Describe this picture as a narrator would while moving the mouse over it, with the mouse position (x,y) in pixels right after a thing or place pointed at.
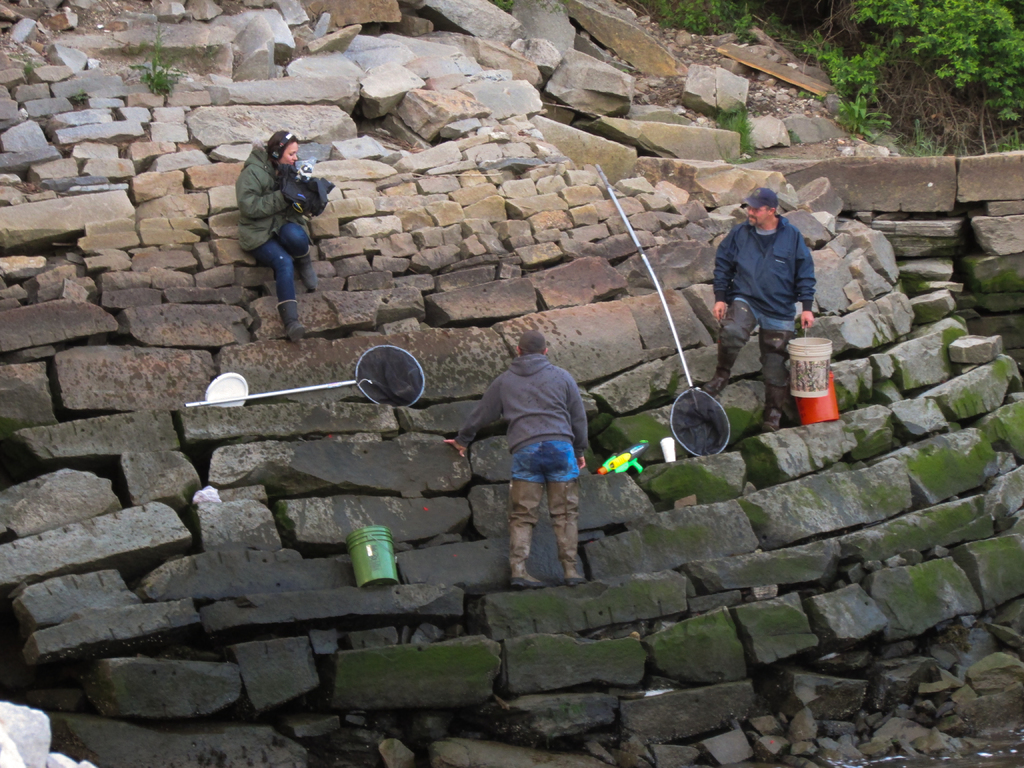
In this picture I can see few people (755,310) standing and a man (768,321) holding a bucket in his hand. I can see couple of buckets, a cup (668,445) and couple of nets (402,356) on the rocks (512,350) and I can see a woman (283,247) holding a cloth (299,184) in her hands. I can see plants (850,60) at the top right corner (838,17) and water (892,766) at the bottom right corner of the picture (938,764).
